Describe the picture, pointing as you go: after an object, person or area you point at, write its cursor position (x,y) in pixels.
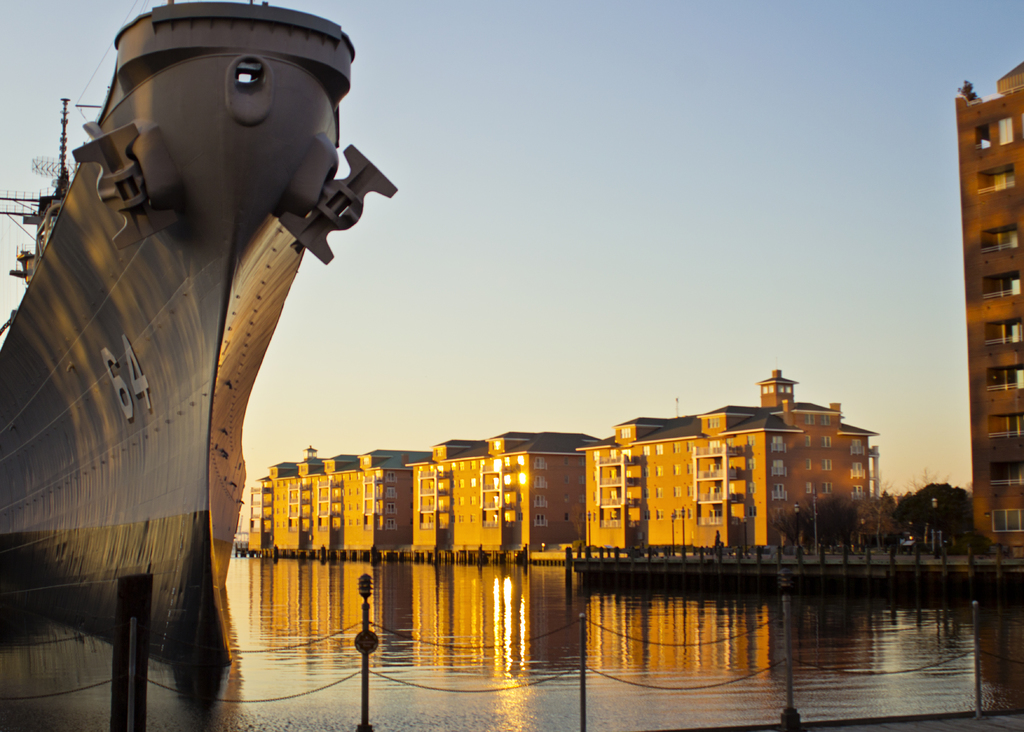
There is a ship (216,615) on the water (254,581). There is a fencing (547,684). There are trees (848,512) and buildings (353,479) at the back (971,222).
